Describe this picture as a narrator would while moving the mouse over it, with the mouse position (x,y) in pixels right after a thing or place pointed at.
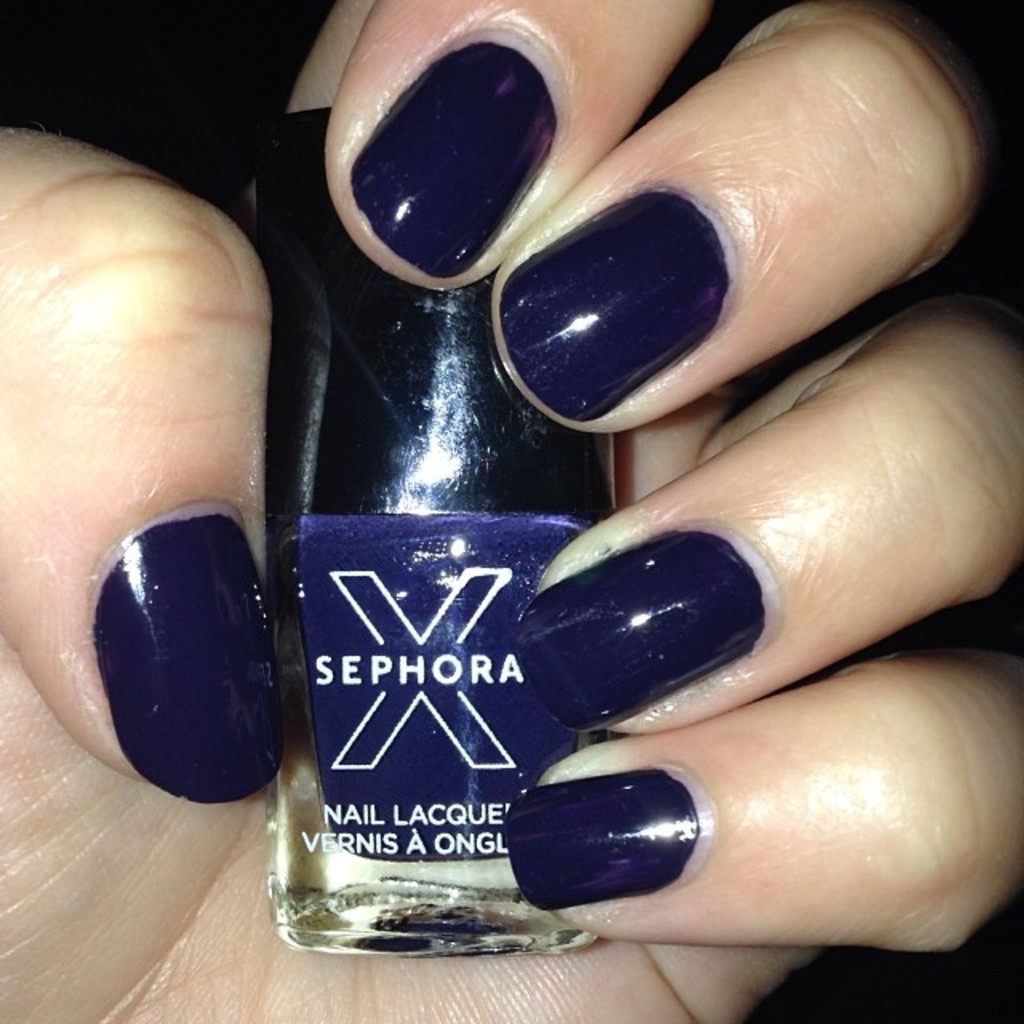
As we can see in the image there is a human hand (231,277) holding blue color nail polish (398,579) and for the fingers (234,624) there is a nail polish (193,608).
